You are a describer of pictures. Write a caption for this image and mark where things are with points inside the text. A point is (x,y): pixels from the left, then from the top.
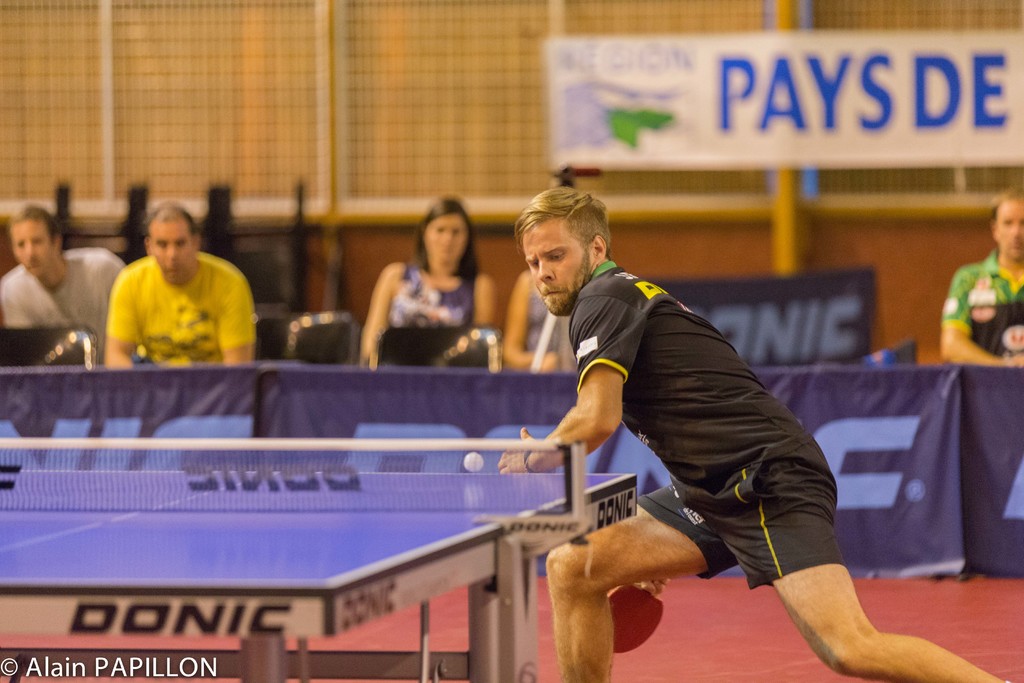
In this picture we can see a man (691,393) playing table tennis trying to hit the ball (472,463) and in the background (213,284) we can see some persons (175,310) sitting on chair (407,337) at fence (465,415), wall (377,127), banner (924,91).
